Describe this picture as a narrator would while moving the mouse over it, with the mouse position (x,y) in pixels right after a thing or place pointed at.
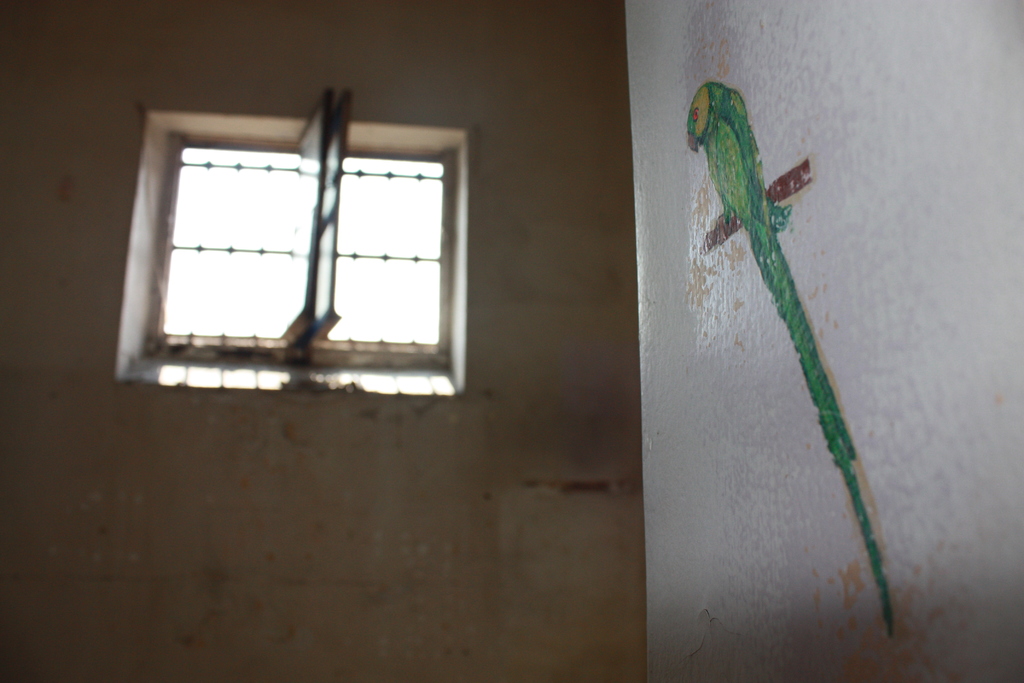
In this image, I can see the painting (811,378) of a parrot (746,202) on the wall (727,461). This looks like a window (285,236) with the doors (318,294).
